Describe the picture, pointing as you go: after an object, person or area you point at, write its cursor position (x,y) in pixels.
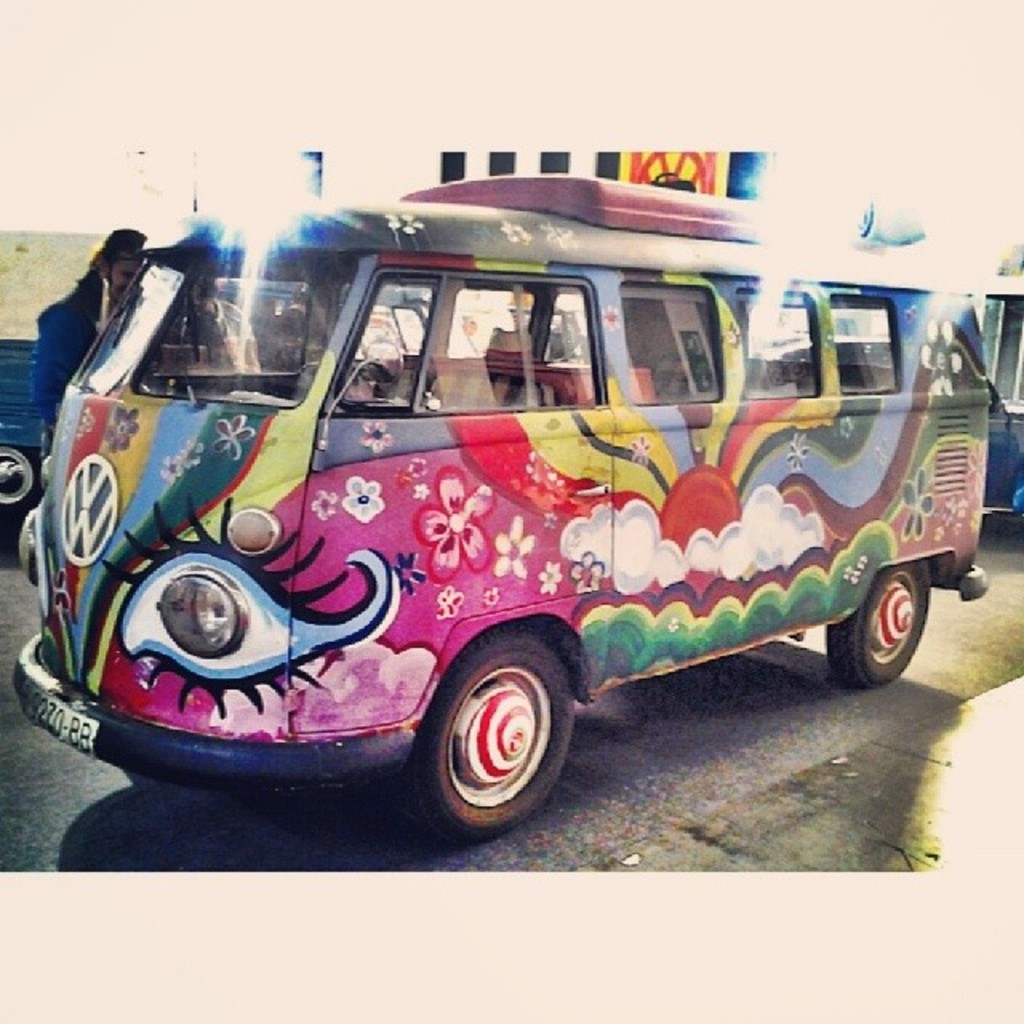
This picture might be outside of the city and it is sunny. In this image, in the middle (671,566), we can see a van (682,594) which is placed on the road (853,760). On the right side (1008,483) corner, we can also see a vehicle (1008,442). On the left side (41,358), we can see a person (41,374) and a vehicle (34,421). On the top (182,215), we can see a sky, at the bottom (797,739) there is a road (682,747).
